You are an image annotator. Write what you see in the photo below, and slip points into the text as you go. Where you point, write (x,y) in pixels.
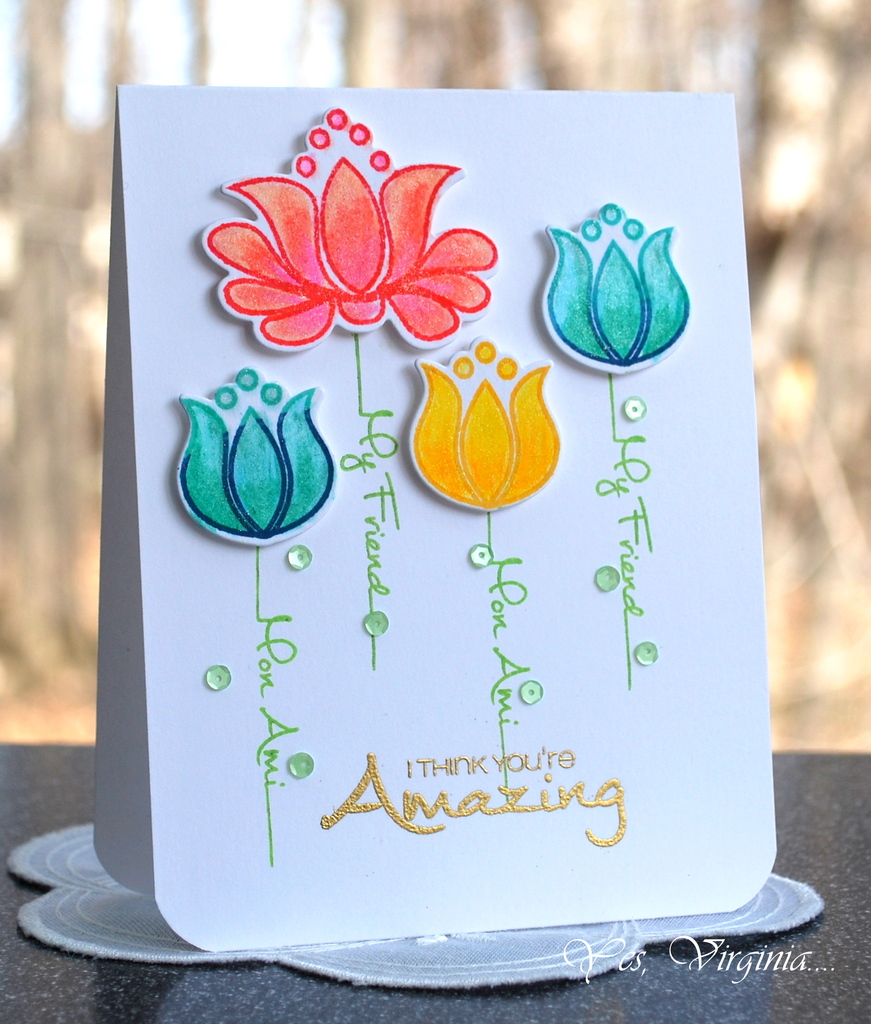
In this image I can see a gift card (615,890) on the table (492,993) and a text (696,951). This image is taken during a day.
